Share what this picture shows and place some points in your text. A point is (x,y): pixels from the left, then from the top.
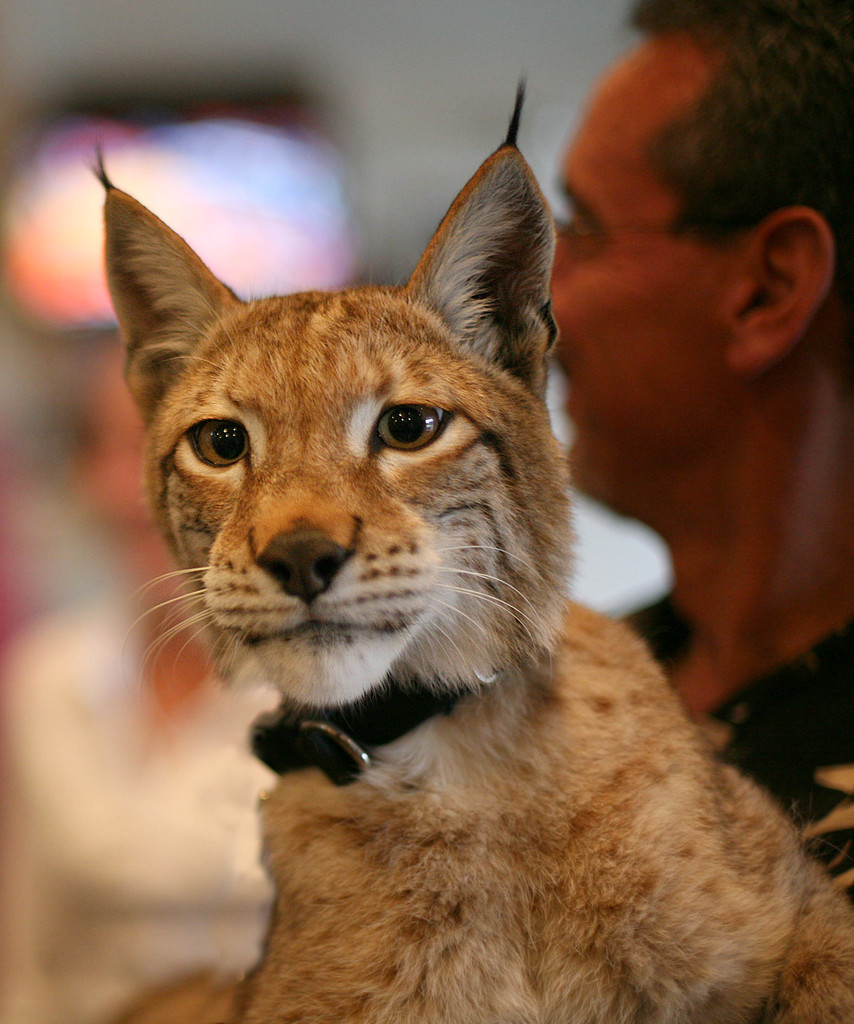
In this picture we can see a cat (354,642) in the front (346,586), on the right side (772,479) there is a man (772,472), there is another person (212,829) in the background (131,702), we can see a blurry background (131,62).
